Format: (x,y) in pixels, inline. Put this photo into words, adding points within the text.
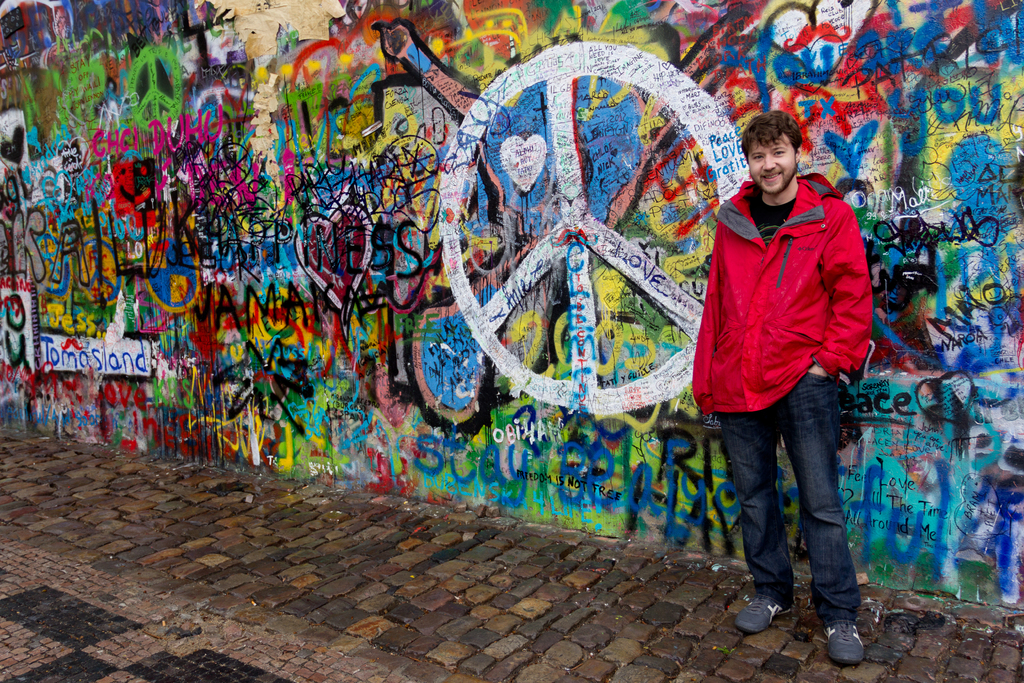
In this image there is one person (713,300) standing, and in the background (815,130) there is a wall (503,153) and on the wall (507,134) there is graffiti (448,200). At the bottom (233,636) there is walkway (570,609).
